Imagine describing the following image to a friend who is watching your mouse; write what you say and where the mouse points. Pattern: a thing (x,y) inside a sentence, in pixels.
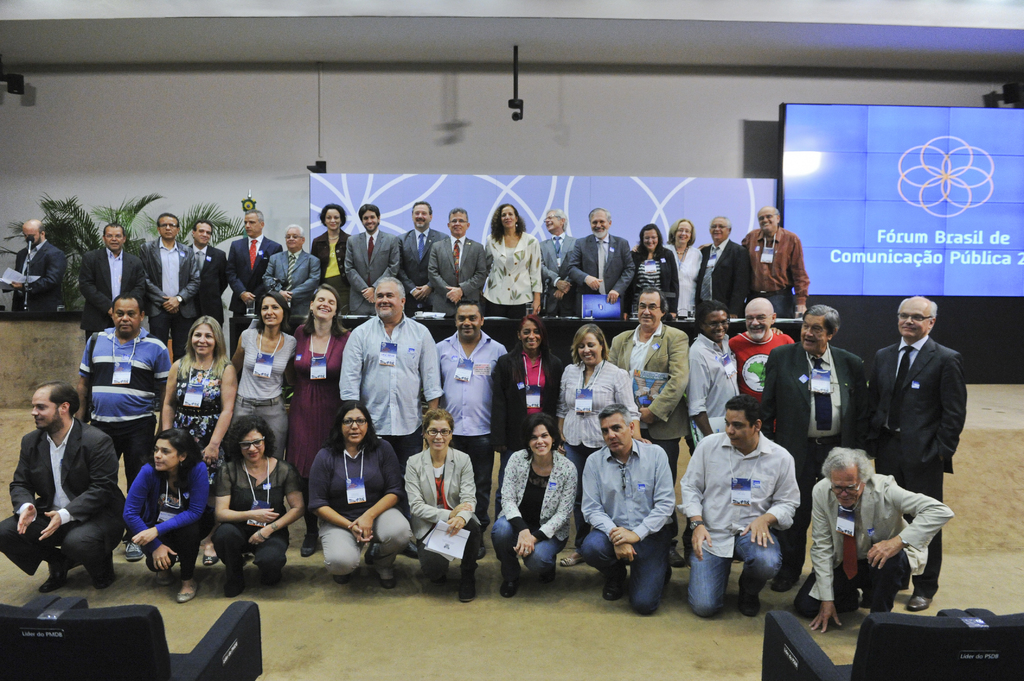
In this image there are many people (471,356) standing. In front of them there are a few people (179,531) in squat position. Behind them there are boards (475,222) on the wall (523,137). To the left (73,222) there are plants (88,228) and a microphone (29,243). To the right (894,232) there is a projector board (897,228). There is text (864,249) displayed on the board (853,148). At the top (476,19) there is a ceiling (535,48). There are lights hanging to the ceiling (613,38). At the bottom (94,631) there are chairs (890,625).
